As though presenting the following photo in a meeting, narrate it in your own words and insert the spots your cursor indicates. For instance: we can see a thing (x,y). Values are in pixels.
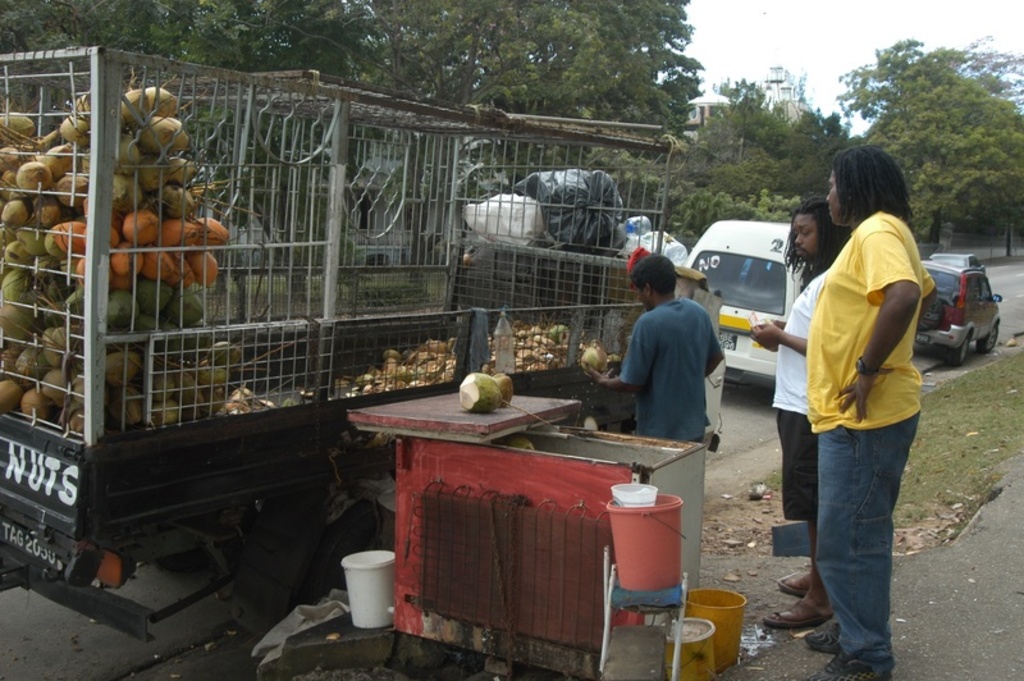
In this picture we can see three people (660,359) standing on the ground (913,557), vehicles (784,308) on the road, coconuts (105,375), buckets (630,572), grass (989,396) and some objects (387,412) and in the background (740,42) we can see trees (681,134) and the sky (733,55).
